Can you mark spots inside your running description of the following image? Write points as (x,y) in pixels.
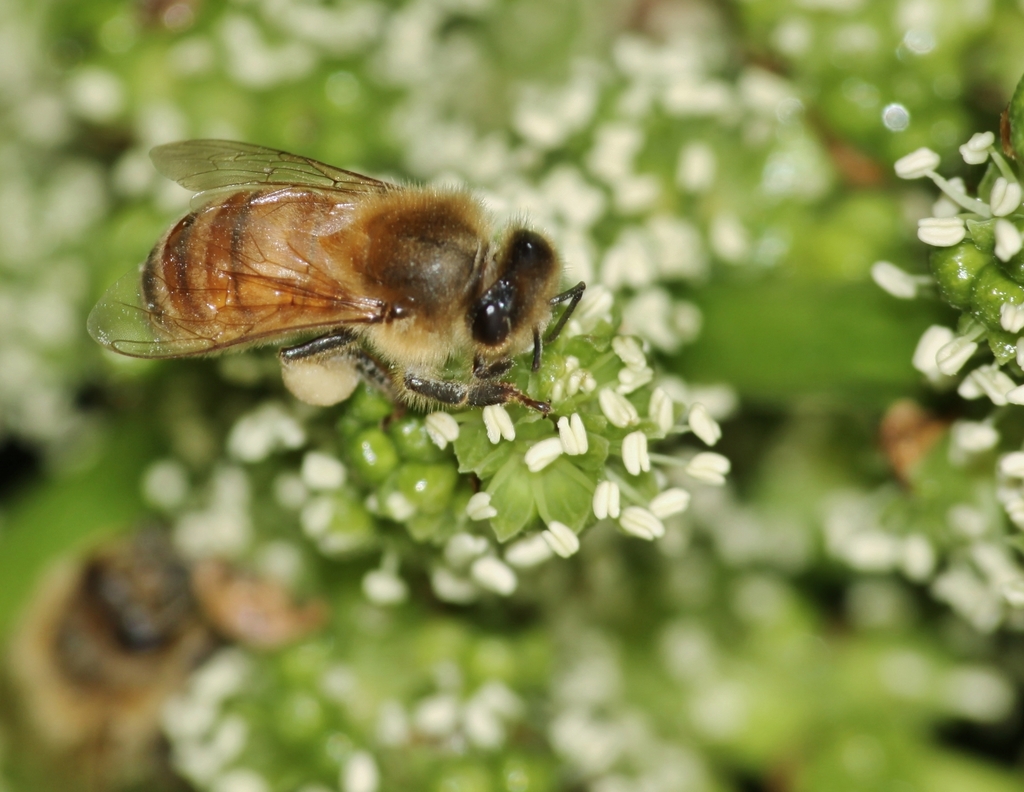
In this picture, we can see a few insects (461,291), plants (528,488) with buds (570,394), and the blurred background (384,119).
